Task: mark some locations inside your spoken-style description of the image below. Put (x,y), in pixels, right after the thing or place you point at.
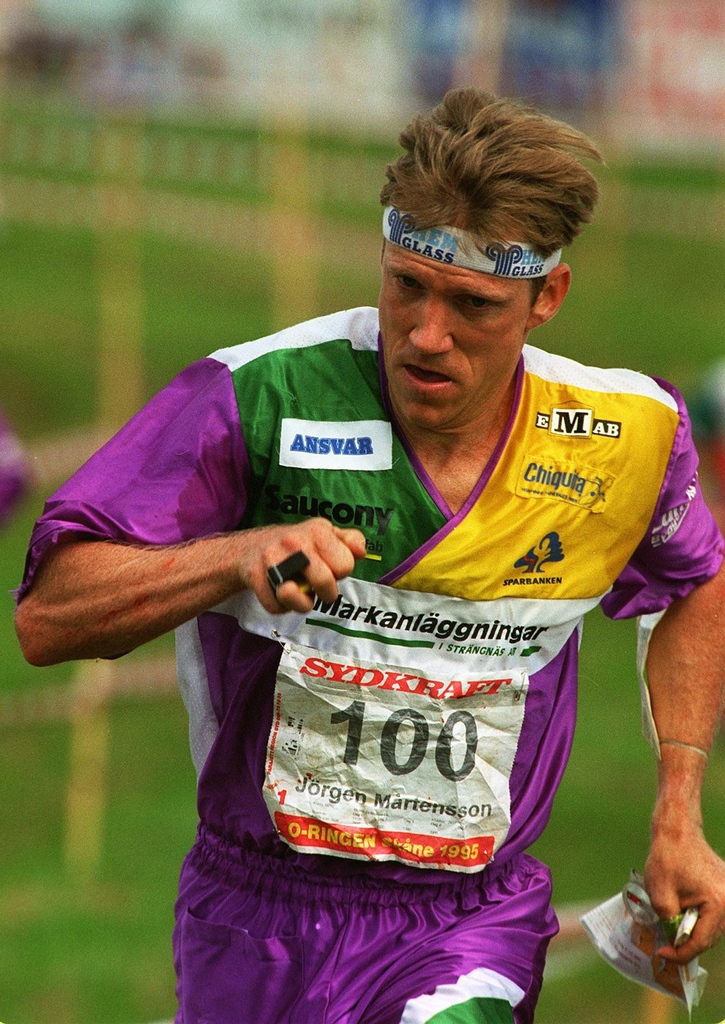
In this image I can see a person (578,410) wearing a colorful t-shirt (533,347) and band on his head (567,134). holding a paper (617,955), his mouth (420,369) is open.
